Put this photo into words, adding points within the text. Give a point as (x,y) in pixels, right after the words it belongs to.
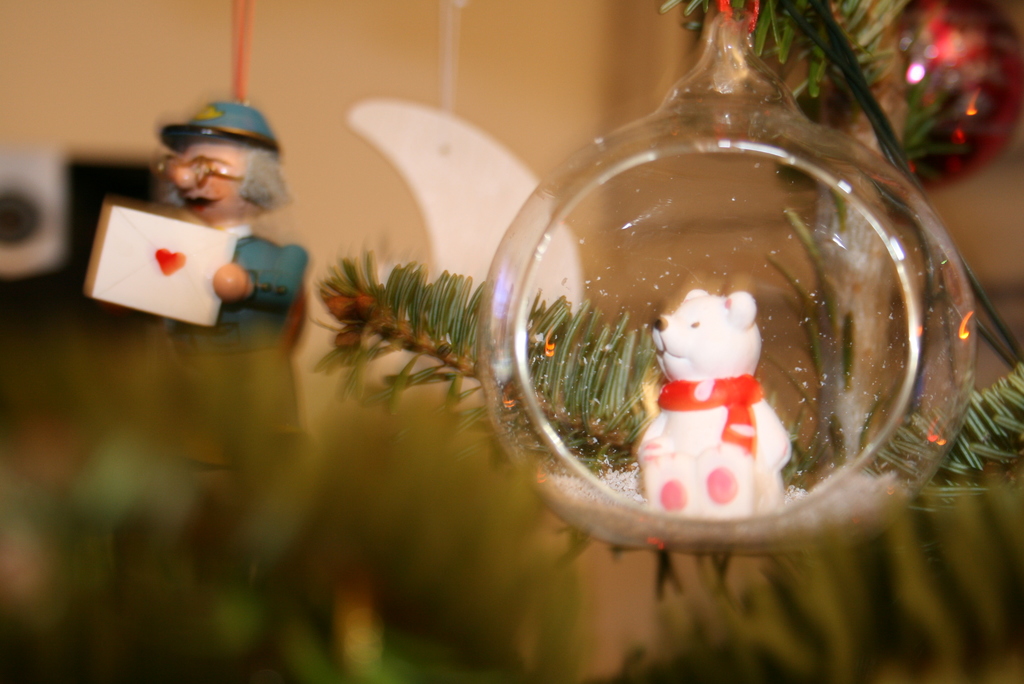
In this picture I can see a Christmas tree (171,393) on which I can see toys (744,345). On the right side (707,259) I can see round shaped glass (659,540) in which I can see a white color teddy bear toy (688,414) and some other toys (219,173).
